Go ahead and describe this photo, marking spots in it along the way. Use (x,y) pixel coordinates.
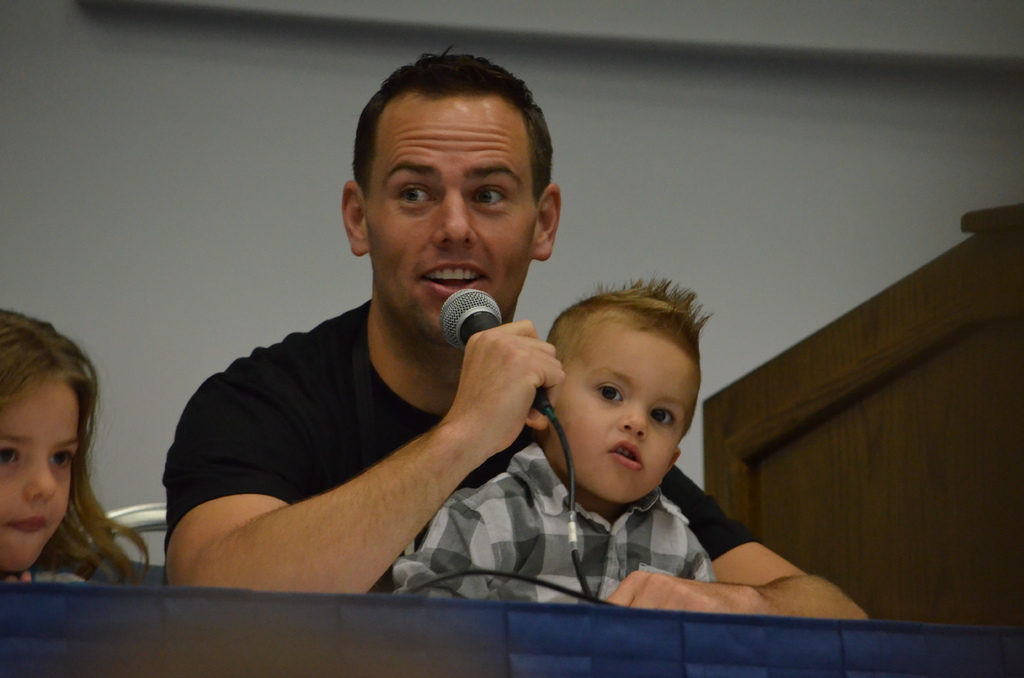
The image is clicked inside the room (331,254). There are three persons (443,259) in the image, a man (273,410) a kid (517,559) and a girl (69,492). To the left (69,488) there is a girl (28,562) sitting. In the middle (351,328) there is a man (371,388) holding mic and talking. To the right (749,496) there is a furniture (953,447).
